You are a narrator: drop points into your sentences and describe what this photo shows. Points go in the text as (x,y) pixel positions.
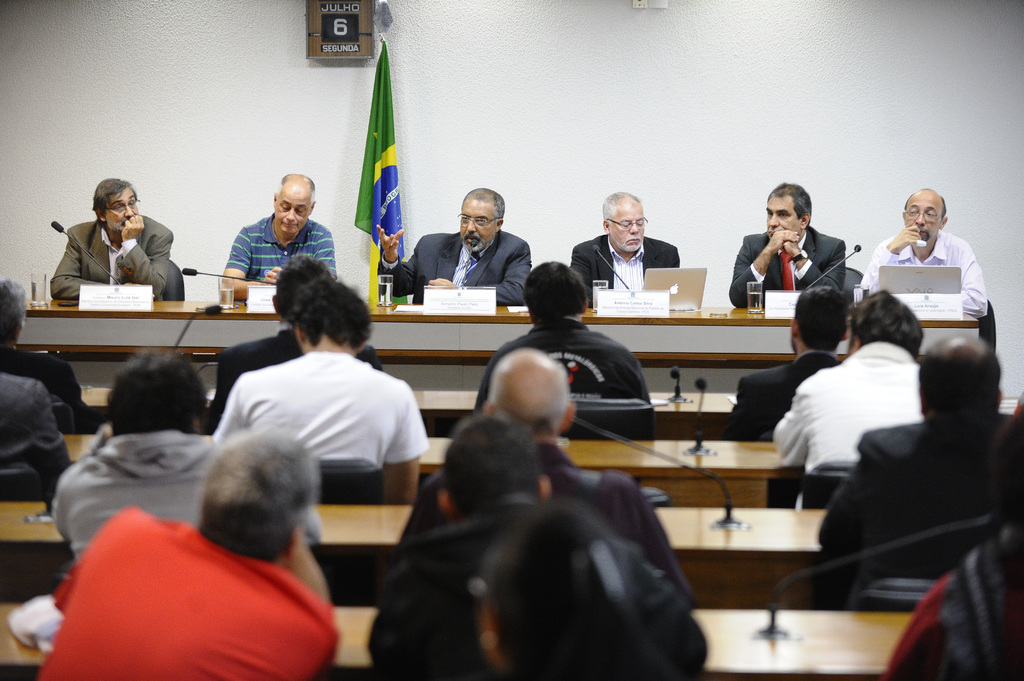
There are many people (459,446) in the room (182,224) are sitting. In the background (279,236) there are some people (498,234) sitting. And in front of them there is a table (677,320). On the table (508,311) there are name plates (426,287), glasses (392,292) and a laptop (682,278) and mics (832,269) are over there. In the background (390,123) there is a blue and green flag (379,152). And a box (370,40) is on the wall (320,63).
